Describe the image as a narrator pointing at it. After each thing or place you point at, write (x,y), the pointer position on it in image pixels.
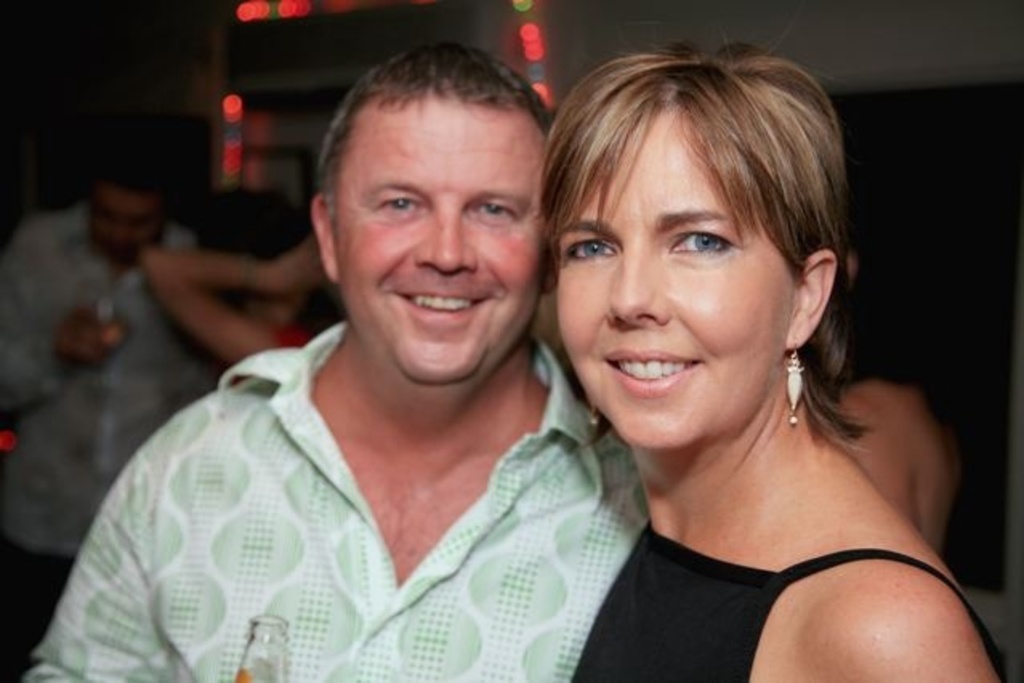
In this image we can see man (310,439) and woman (734,478). Woman (730,478) is wearing black color and man (277,516) is wearing green color shirt (325,539) and holding bottle (279,643). Background of the image (91,309) people (98,282) are present.
